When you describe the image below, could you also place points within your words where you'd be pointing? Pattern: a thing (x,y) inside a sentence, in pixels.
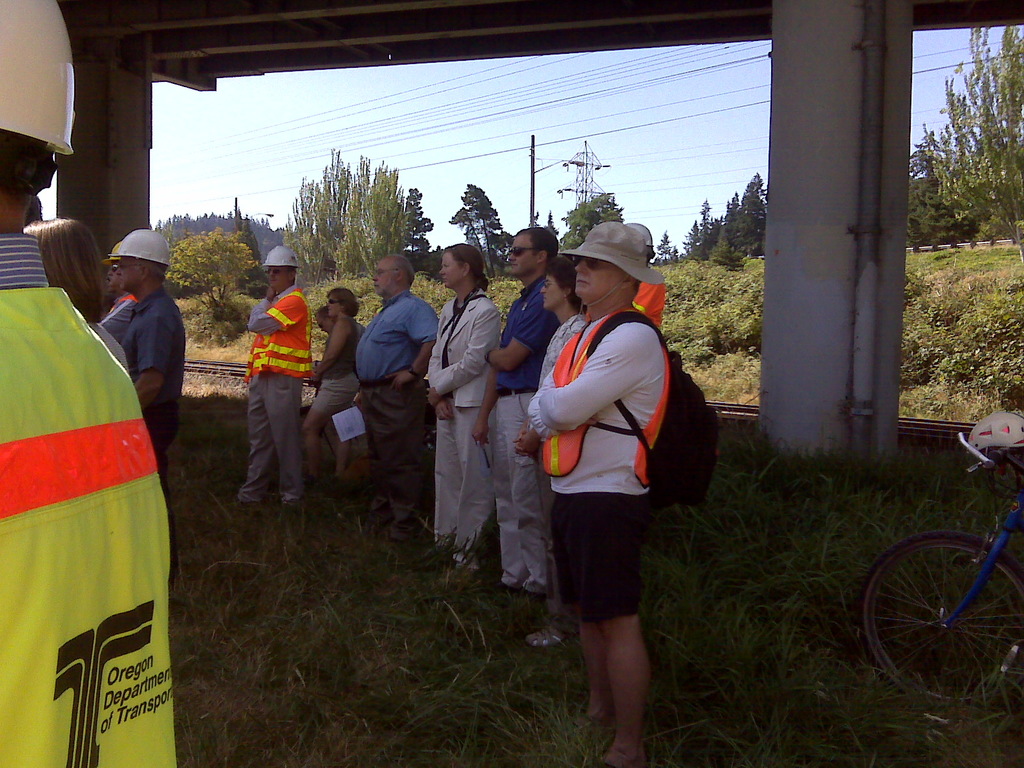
On the background of the picture (648,99) we can see sky (570,205). This is a tower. These are the trees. On the right side of the picture (987,557) we can see partial part of the bicycle (985,546) with helmet (1002,440). Here few persons (639,455) are standing in the picture. Few are wearing helmet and few are wearing goggles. This man (602,460) is wearing a orange jacket (570,452) and a black backpack (692,438). He also wore a cream hat (640,277). At the bottom (394,672) we can see green grass (396,665).
